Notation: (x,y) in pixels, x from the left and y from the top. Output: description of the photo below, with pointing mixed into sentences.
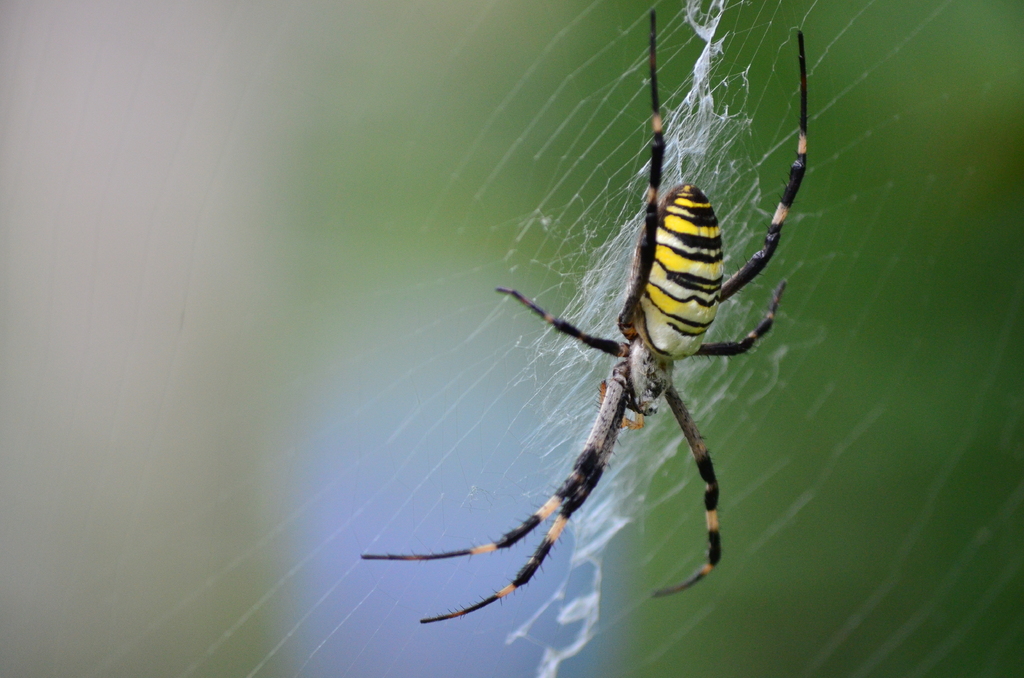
In the image there is a spider (691,267) crawling on the web (538,367).
